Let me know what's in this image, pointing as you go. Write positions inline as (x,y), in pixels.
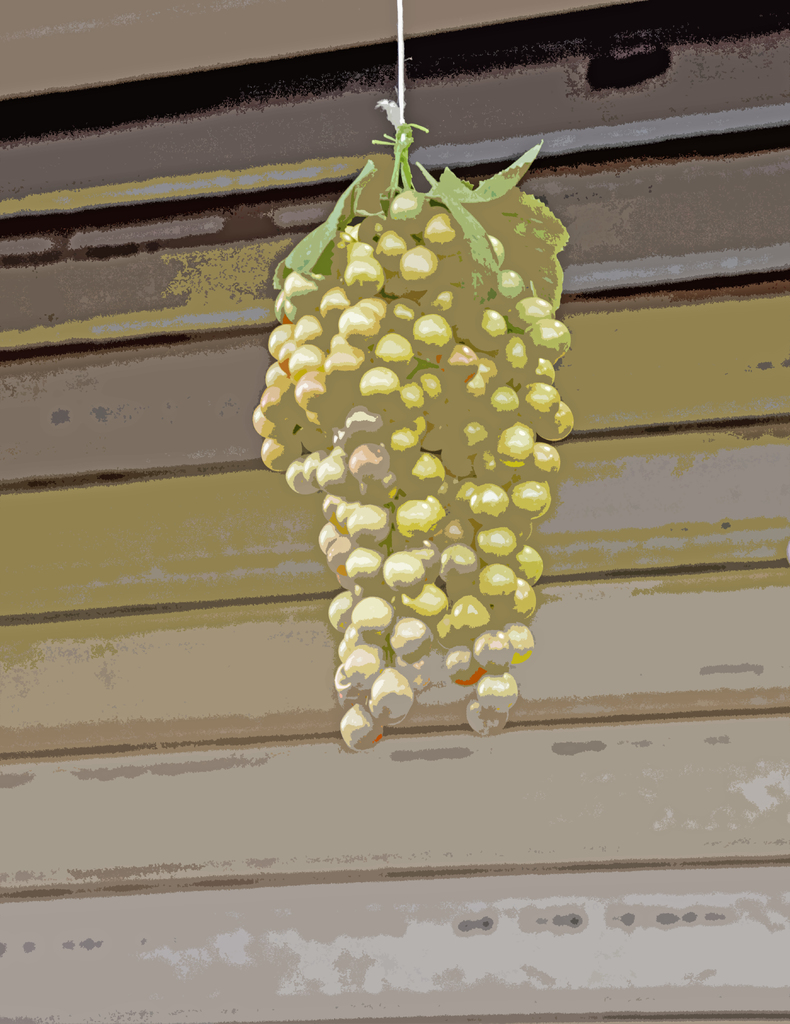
This image is a painting. In the center of the image (363,669) there are grapes (319,348). In the background of the image (645,181) there is wall (177,485).
